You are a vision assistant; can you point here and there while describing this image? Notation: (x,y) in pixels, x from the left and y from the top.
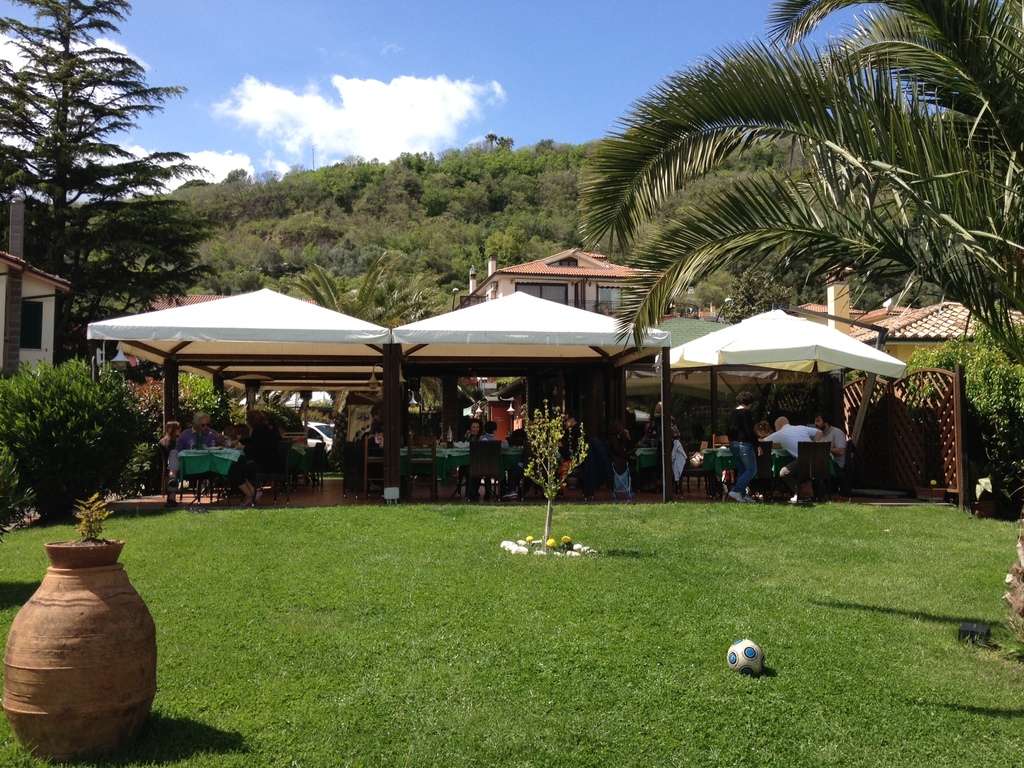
In the picture I can see buildings (506,408), trees (429,396), plant pot (116,674), the grass (544,599), plants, a ball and some other objects (518,550) on the ground (498,659). I can also see people (791,426), chairs (483,471), tables (231,458) and some other objects (279,359). In the background (313,94) I can see trees (361,175) and the sky (347,127).
